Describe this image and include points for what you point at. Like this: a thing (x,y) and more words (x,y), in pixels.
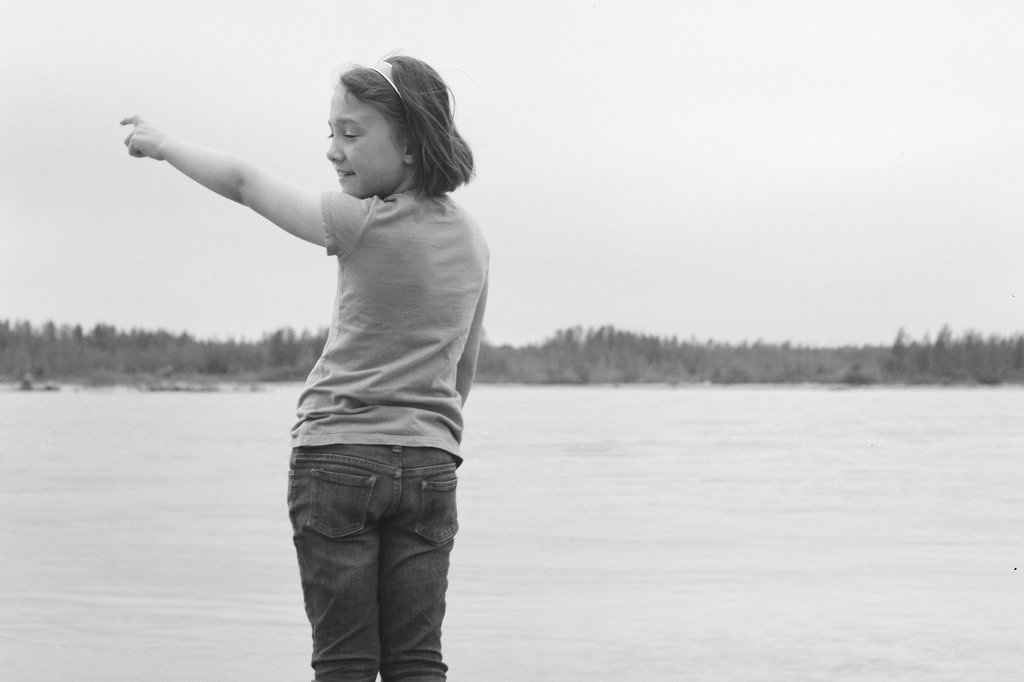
This is a black and white image. In the center of the image (396,339) there is a girl (404,388). In the background of the image (804,382) there are trees (580,340). There is water (733,491).
